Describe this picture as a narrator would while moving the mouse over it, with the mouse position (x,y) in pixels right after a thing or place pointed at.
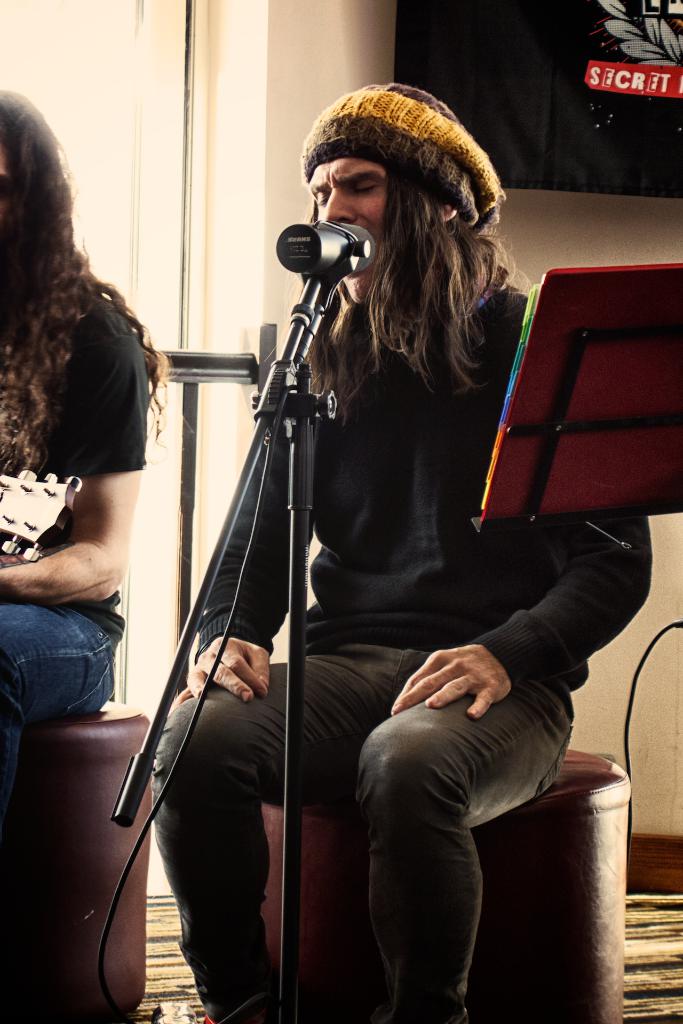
In this picture I can see two persons (200,652) sitting on the stools (585,921), there is a mike (322,244) with a mike stand (287,448), there is a book (585,365) on the book stand (568,424), there is a banner (419,38), and in the background (621,214) there is a wall (386,80).
